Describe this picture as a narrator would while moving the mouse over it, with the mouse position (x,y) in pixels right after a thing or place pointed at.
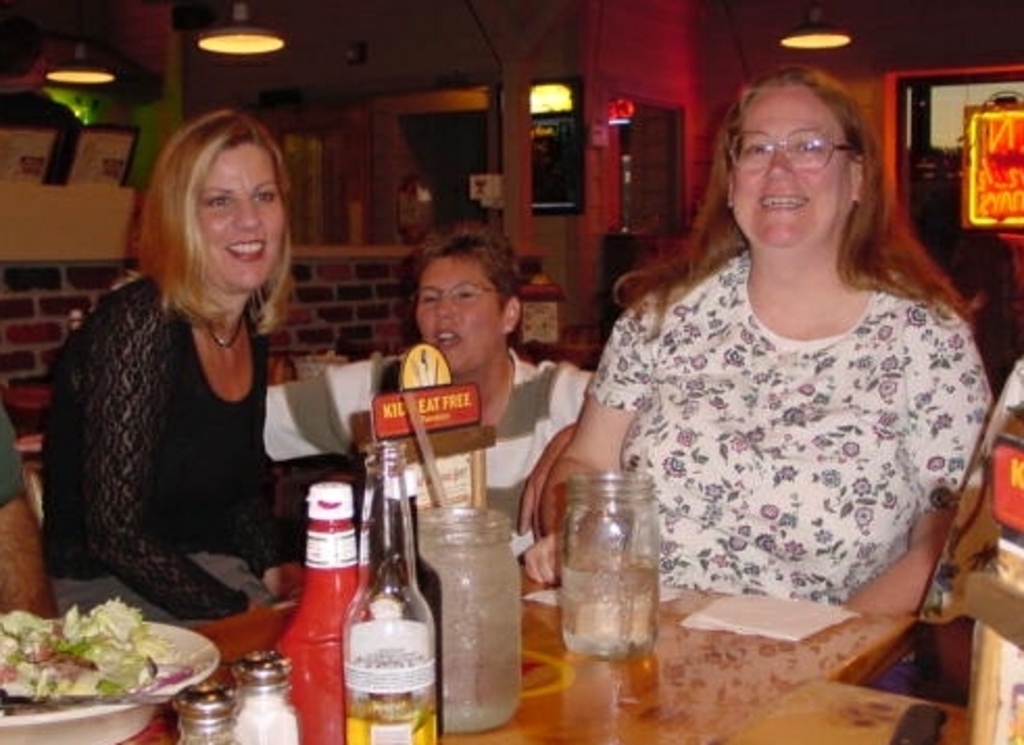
This image is taken in a restaurant (634,36). There are four people (884,412) in this restaurant (1014,315). At the bottom of the image (899,701) there is a table (834,731) on which there were a bowl of food (145,662), salt bottle (267,714), pepper bottle (200,716), wine bottle (396,682), a jar (445,637) and a board (420,397) with text (455,464) on it. At the right side of the image (857,367) a woman (933,413) is sitting on a chair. In the left side of the image (164,310) a woman (273,259) is sitting. On the top of the image (87,68) there were few lights (789,36). At the background (701,61) there is a wall (122,225).
